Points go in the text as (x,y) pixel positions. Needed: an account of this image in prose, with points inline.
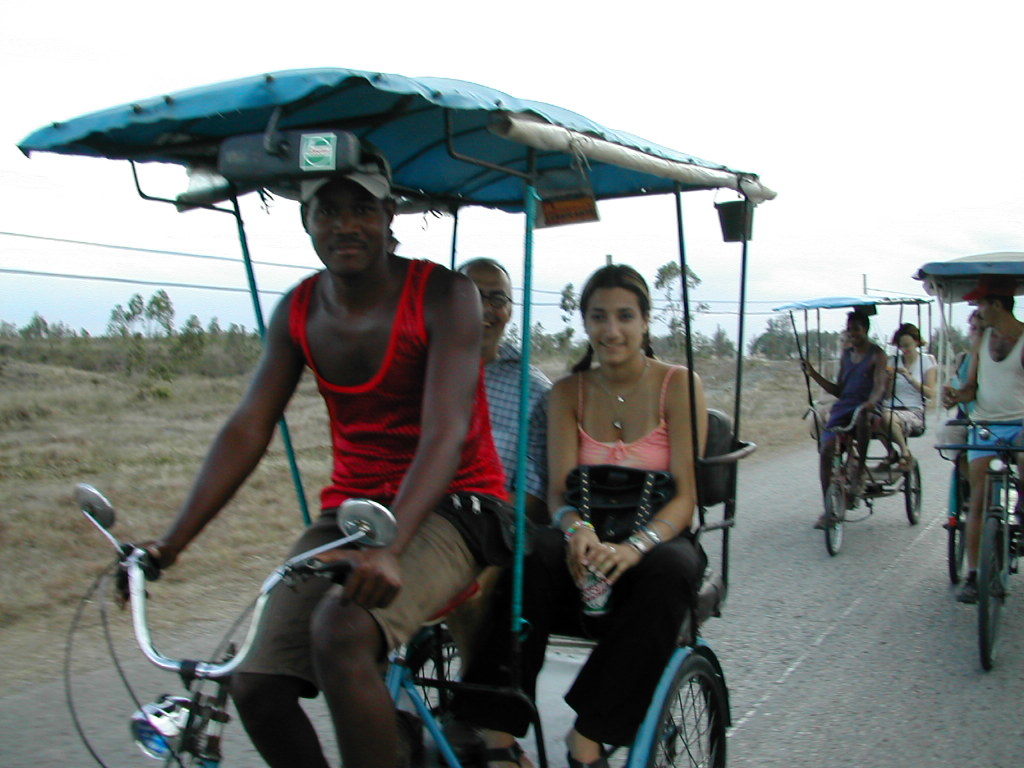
In this picture there are people (501,394) sitting on a rickshaw (450,646) and there are trees (155,307) in background (117,52) is also sky (828,123).
